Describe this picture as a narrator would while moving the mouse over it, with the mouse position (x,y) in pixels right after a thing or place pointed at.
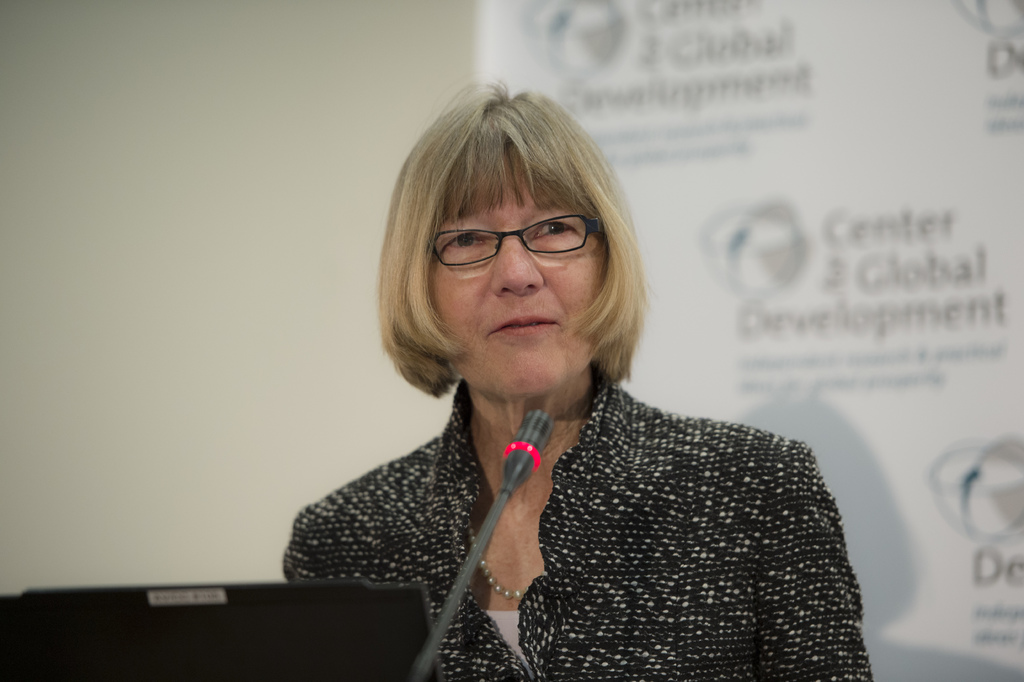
The picture consists of a woman (418,488) in black dress (660,535). In front of her there is a mic (519,470) and laptop (275,624). The background (277,367) is blurred. In the background (401,77) there is a banner (695,75) and a wall (195,162) painted in white.
